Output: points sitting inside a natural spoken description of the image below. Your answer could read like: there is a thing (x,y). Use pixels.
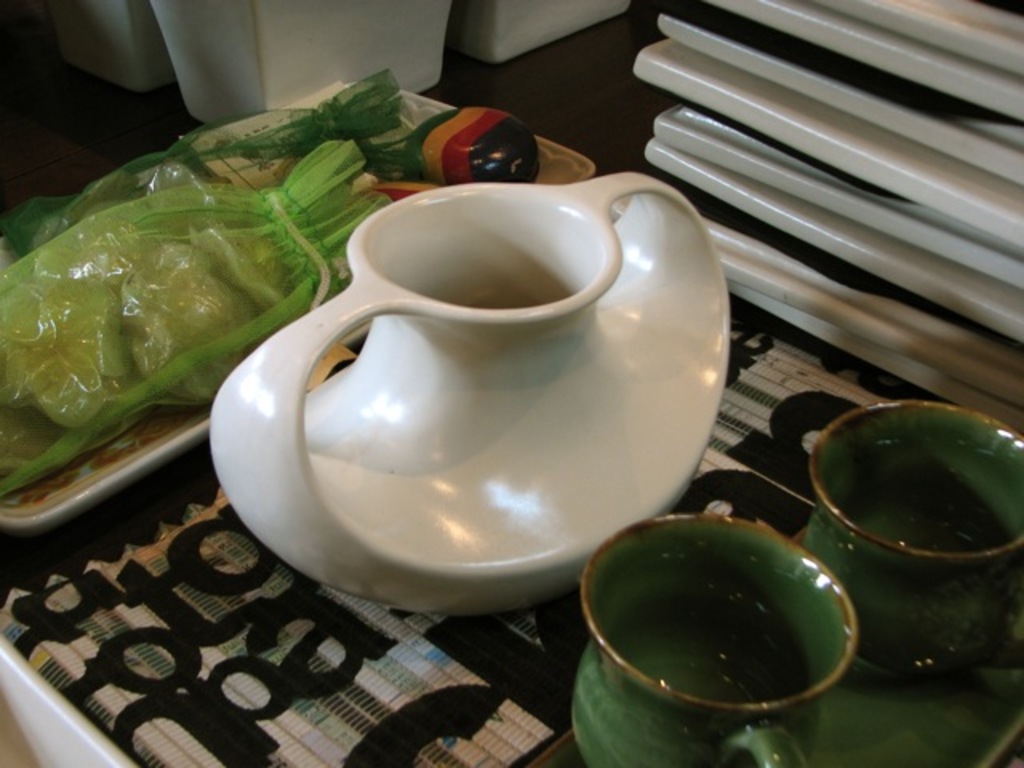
In this image we can see two cups (893,581), a jug (540,490) and a tray (201,430) with bags (258,226) are placed on the surface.
